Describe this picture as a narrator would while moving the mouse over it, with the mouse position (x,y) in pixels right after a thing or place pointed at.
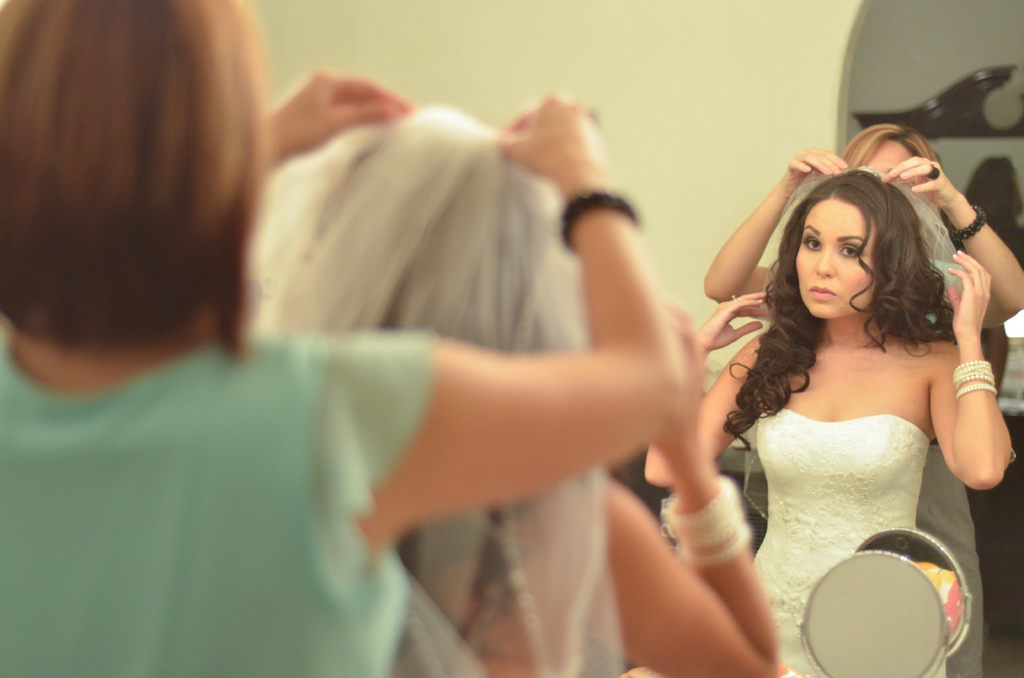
In this picture we can see there are two women (278,550) in the room (278,550) and in front of the people (236,482) there is a mirror (626,76) and on the mirror (625,149) we can see the reflection (752,280) of the women (837,400) and a wall (599,77).
